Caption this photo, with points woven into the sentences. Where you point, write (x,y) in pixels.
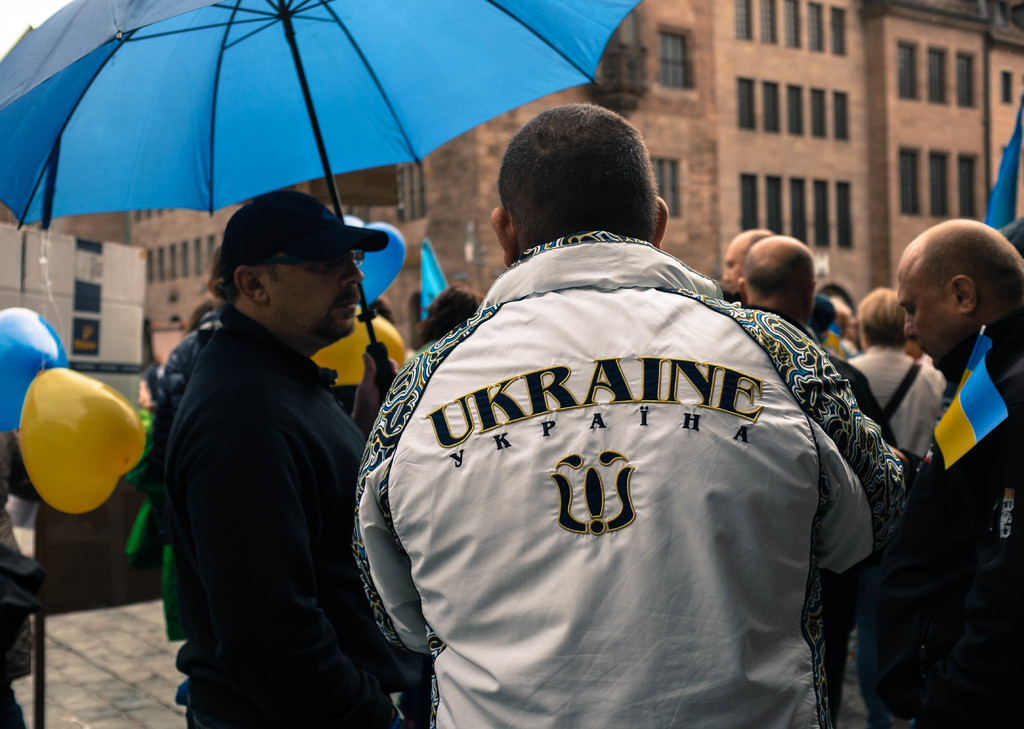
In this image I can see in the middle (664,422) a person (765,487) is standing, this person (786,525) wears a white color coat (699,579). There is a name (563,434) on it, on the left side (331,539) a man (281,446) is standing by holding an umbrella (278,84), it is in blue color. There are balloons (111,429) beside of him, at the top (854,125) there is a building (771,121).
